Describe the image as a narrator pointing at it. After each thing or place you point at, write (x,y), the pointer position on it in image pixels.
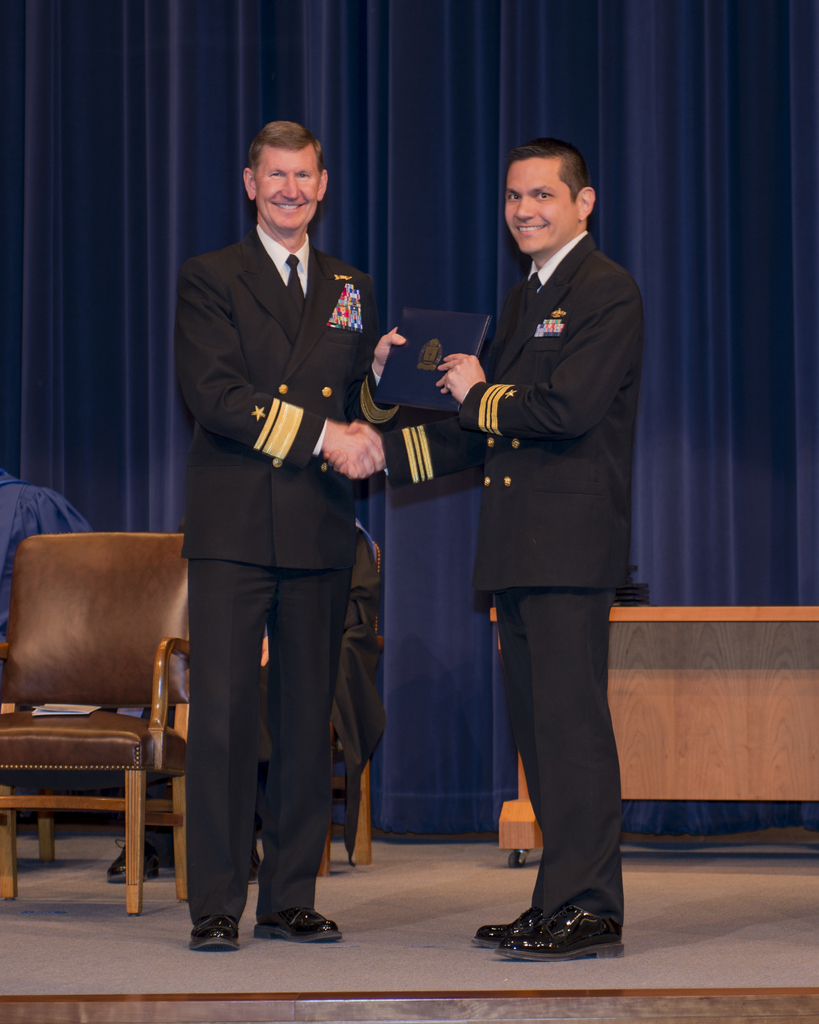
On the stage (377,895) there are two men (486,529) standing and wearing a black color uniform (506,497). Both are shaking hands (358,447) each other and holding a blue color memento (433,361) in their hands (457,391). Both are smiling. To the left side (104,604) there is a chair (119,720). And to the right side (728,638) there is a table (709,636). In the background (611,151) there is a blue curtain (102,173).
